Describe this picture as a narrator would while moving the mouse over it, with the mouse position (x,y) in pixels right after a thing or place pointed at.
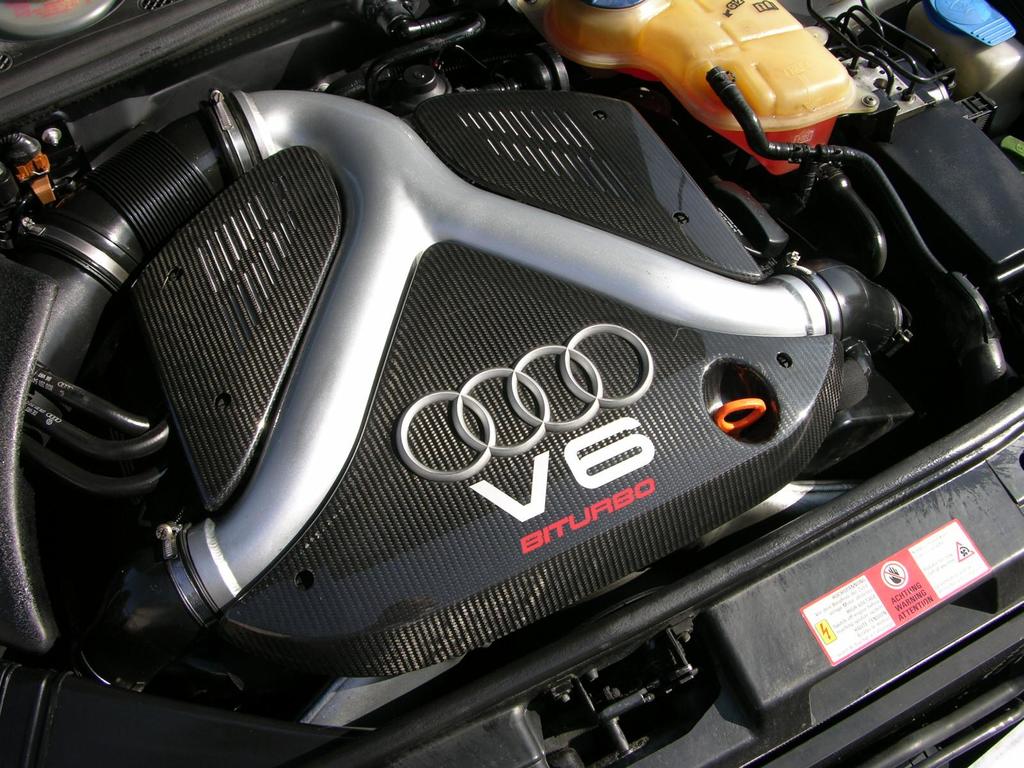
In this image I can see a parts (693,504) of the car (761,504).
